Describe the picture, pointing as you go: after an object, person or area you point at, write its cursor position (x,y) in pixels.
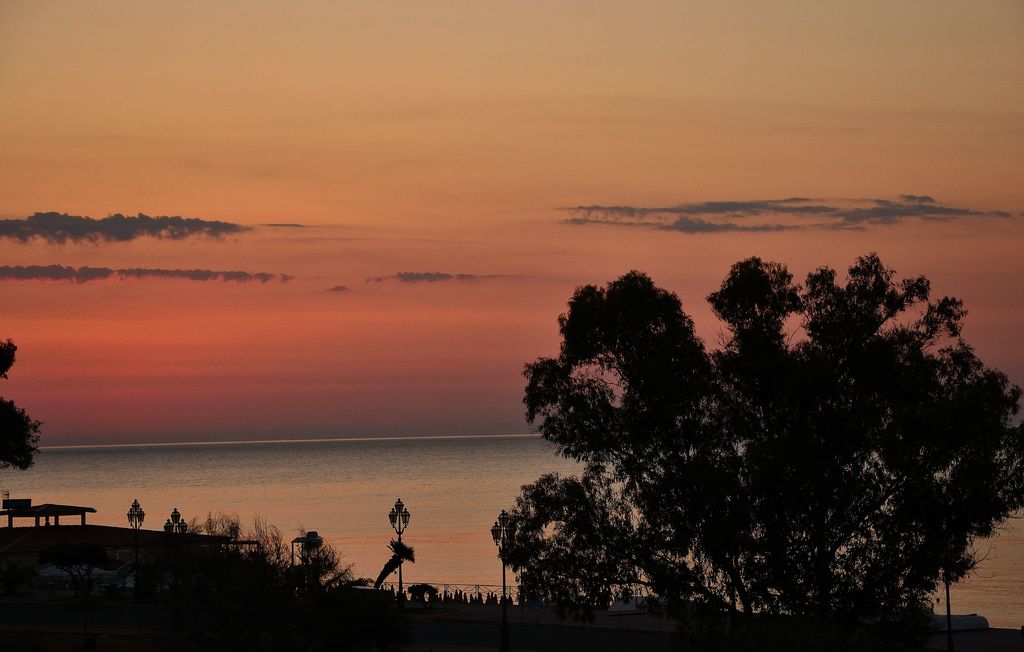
In this image we can see a sea (454,521). There are few clouds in the sky (117,254). There are few trees (83,552) and plants (59,554) in the image. There are few lights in the image. There is a house (47,538) at the bottom left most of the image (29,532).
